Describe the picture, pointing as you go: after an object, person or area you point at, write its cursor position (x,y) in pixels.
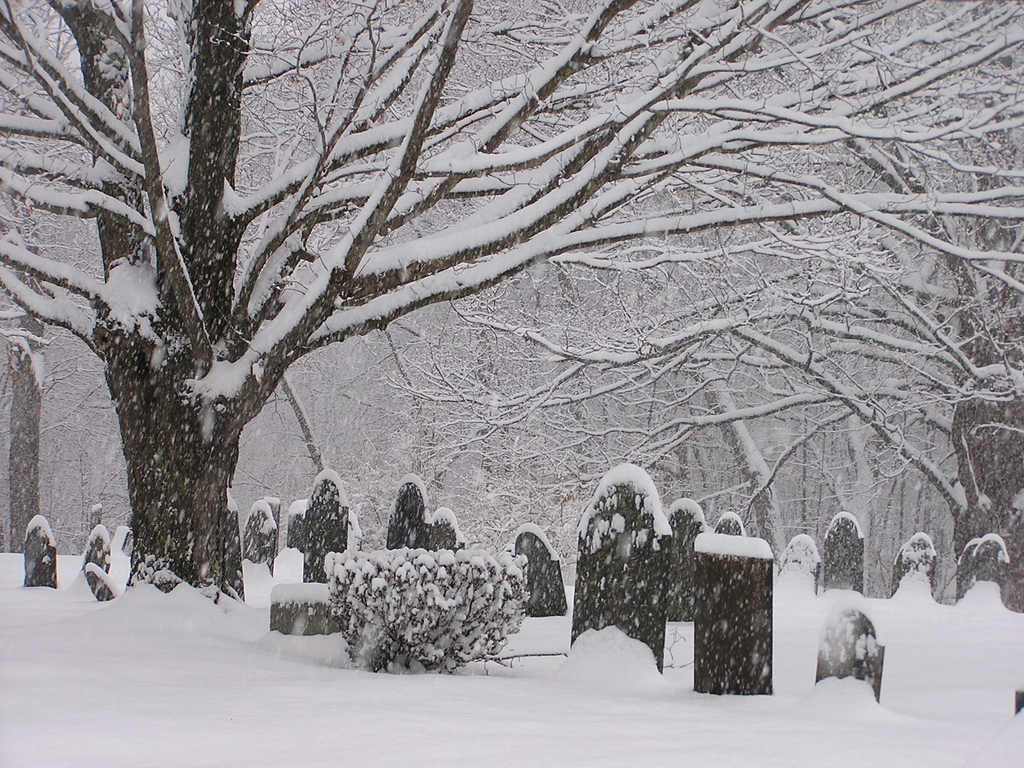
In this image we can see snow (107,691), graveyards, trees (386,488) and a plant (425,601).
